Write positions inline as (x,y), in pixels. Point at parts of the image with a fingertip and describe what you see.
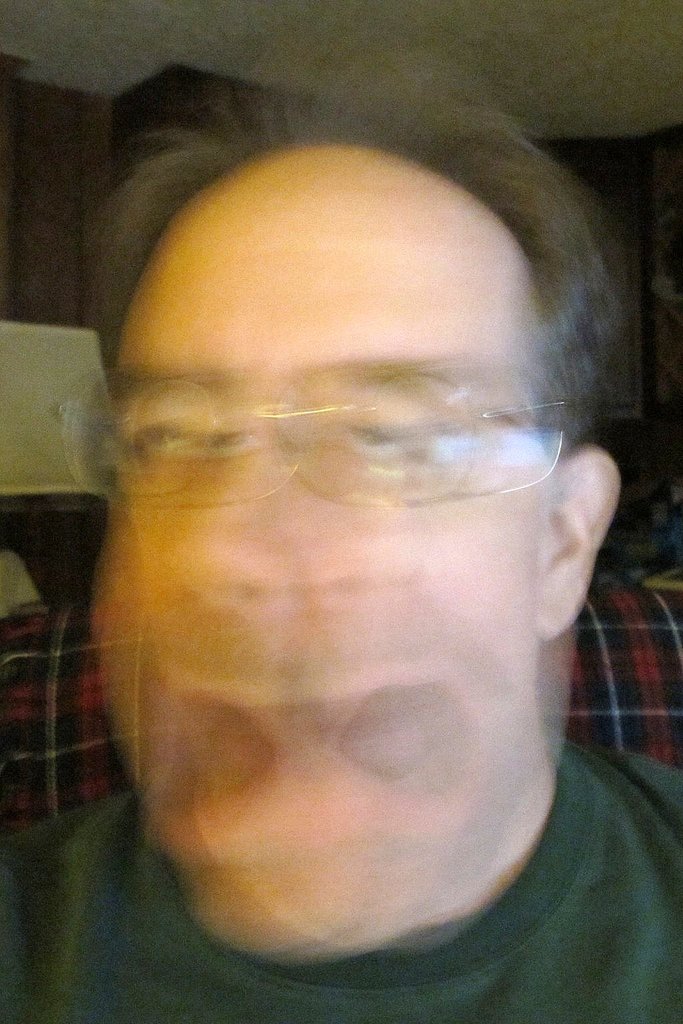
In the picture I can see a man (399,703) is wearing spectacles (165,428). This picture is blurred.
